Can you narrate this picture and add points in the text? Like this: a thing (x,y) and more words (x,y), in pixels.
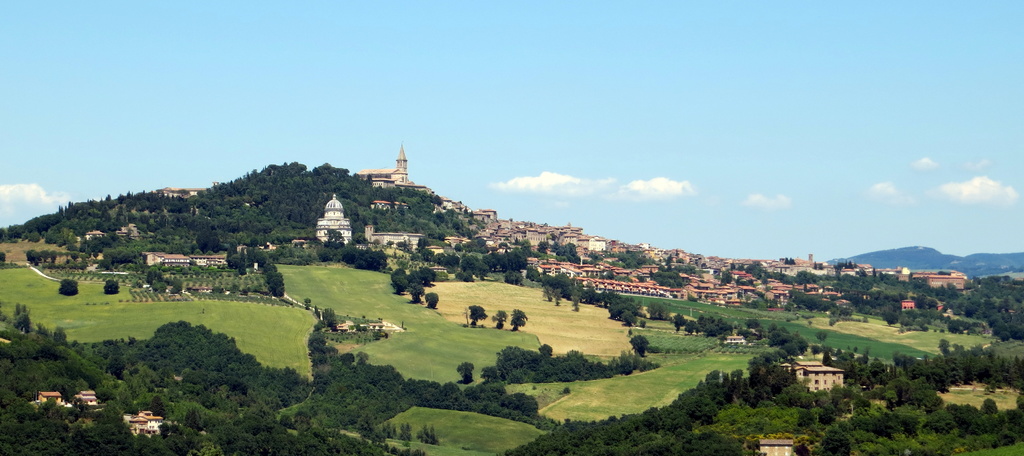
In the picture we can see a hill (524,349) covered with grass surfaces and besides, we can see plants (715,434), trees (608,440), houses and on the top of the hill (577,412) we can see many trees (100,245) and building (380,184) and behind it we can see a sky (626,171) with clouds (952,196).
